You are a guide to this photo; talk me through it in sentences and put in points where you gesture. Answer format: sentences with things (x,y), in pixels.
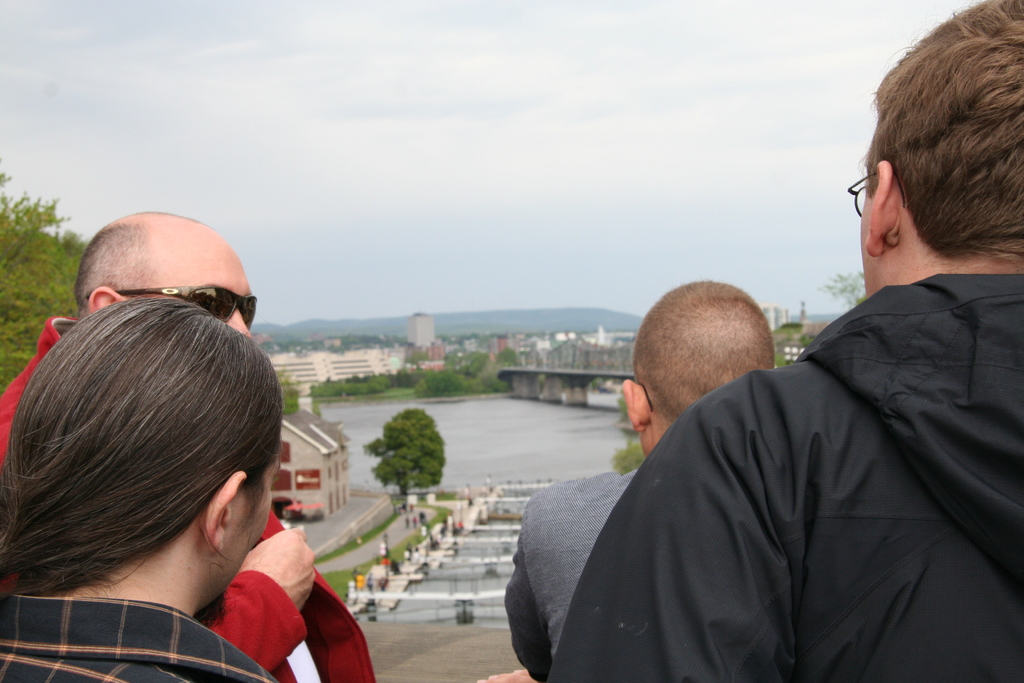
In the foreground of this image (212,609), there are four people (206,618). In the background (617,363), there are bridges (575,361), water (522,420), trees (424,425), buildings (378,359), mountain (533,324), sky (478,84) and the cloud (497,85).
